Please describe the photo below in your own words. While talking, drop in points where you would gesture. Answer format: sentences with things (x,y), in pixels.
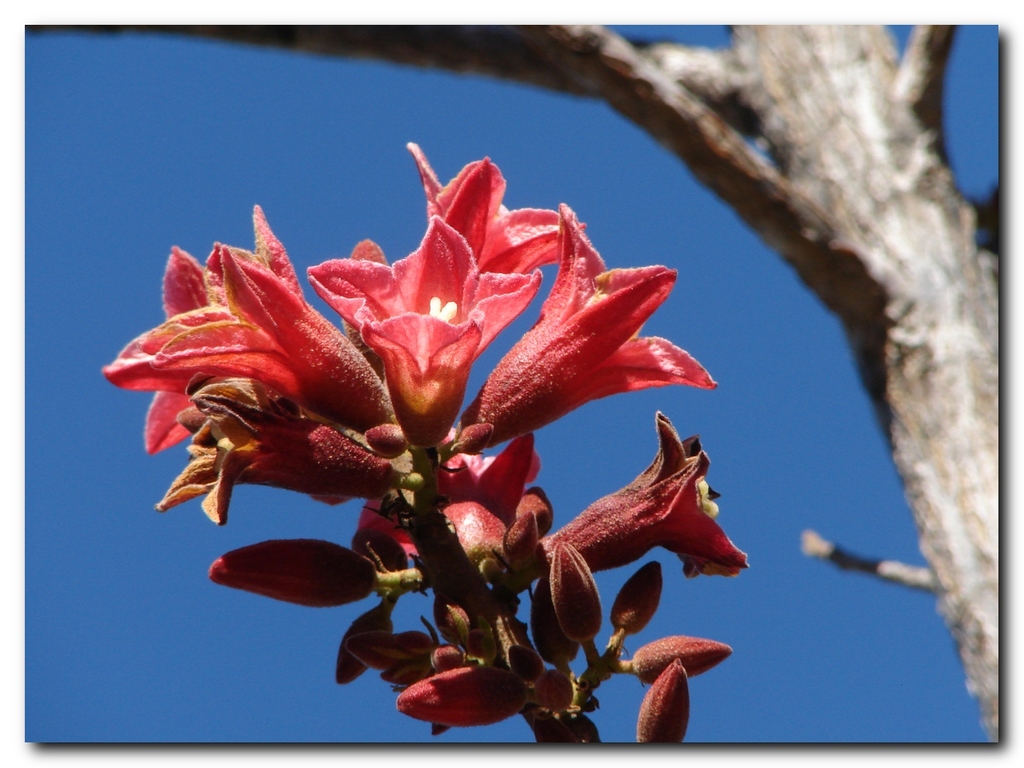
In this image I can see few red color flowers (538,345) and buds (654,669). I can see the trunk (845,188) and the blue color background (652,227).
